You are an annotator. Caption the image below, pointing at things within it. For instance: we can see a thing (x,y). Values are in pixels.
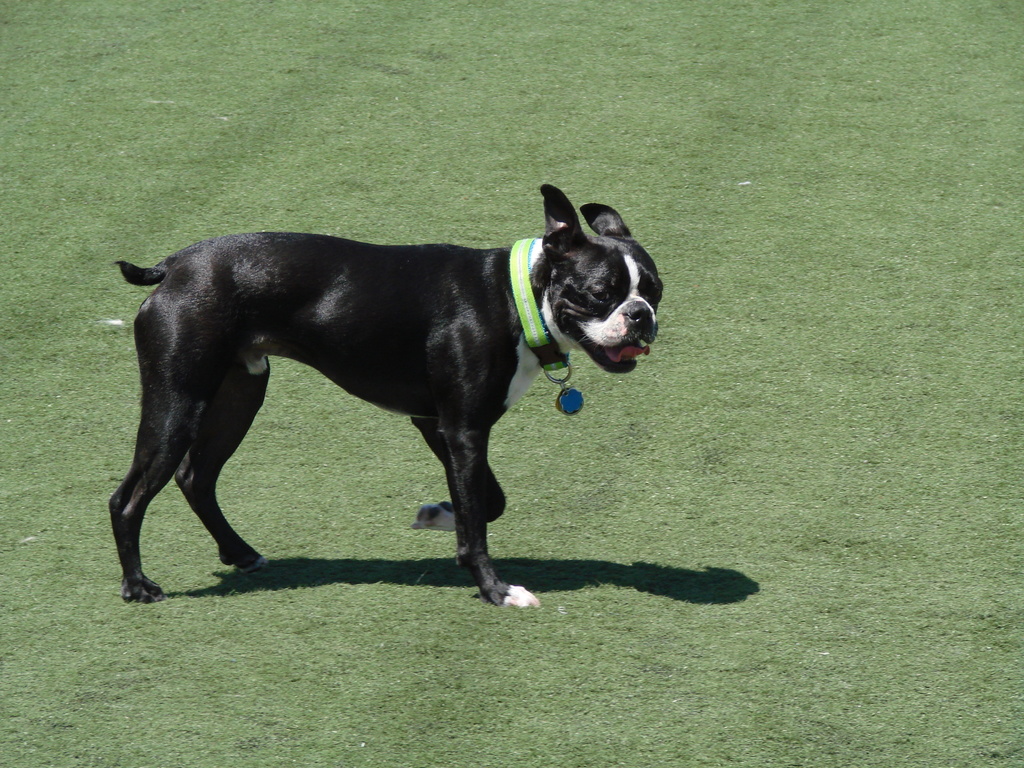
This picture is clicked outside. In the center (519,389) we can see a black color dog (243,438) seems to be walking on the ground (161,255). The ground (566,437) is covered with the green grass (639,376).
